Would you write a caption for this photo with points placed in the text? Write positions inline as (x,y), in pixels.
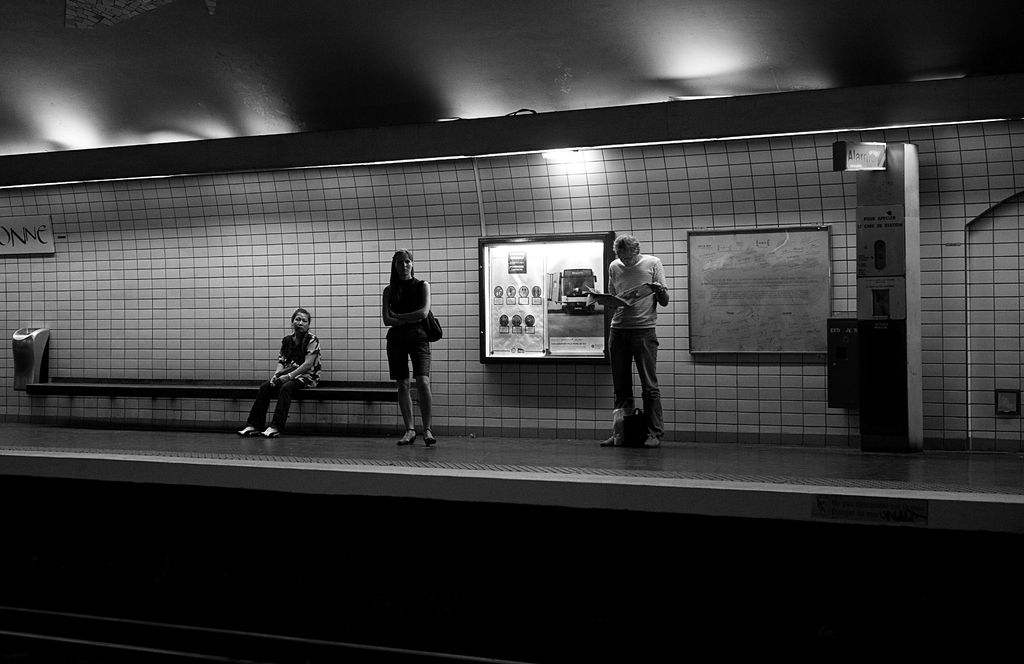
In this image I can see a platform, in the platform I can see a bench (160,384) and wall (981,257) and beam (888,326) and there are boards (588,262) attached to the wall (329,249) in front of the wall (684,303) I can see three persons (626,277), one person (636,327) holding a book (621,299), a person (290,364) sitting on bench (205,382) on the left (304,355).
